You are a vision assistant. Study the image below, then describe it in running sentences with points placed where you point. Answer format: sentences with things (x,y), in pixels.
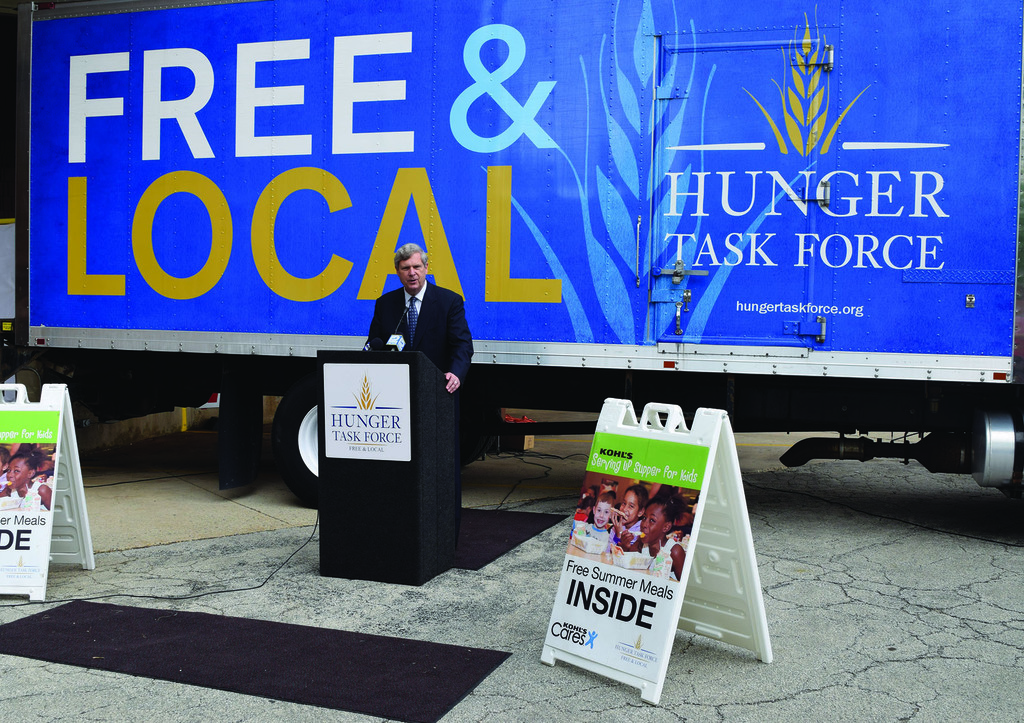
In this image there is a man (451,342) standing in the middle (442,322). In front of him there is a podium (373,365) on which there is a mic (392,346). Behind him there is a truck (555,113). On the truck (312,122) there is a poster (415,104). At the bottom (202,666) there is a mat (240,650) in the middle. Beside the mat (233,661) there are two boards (610,552) on either side of it.
